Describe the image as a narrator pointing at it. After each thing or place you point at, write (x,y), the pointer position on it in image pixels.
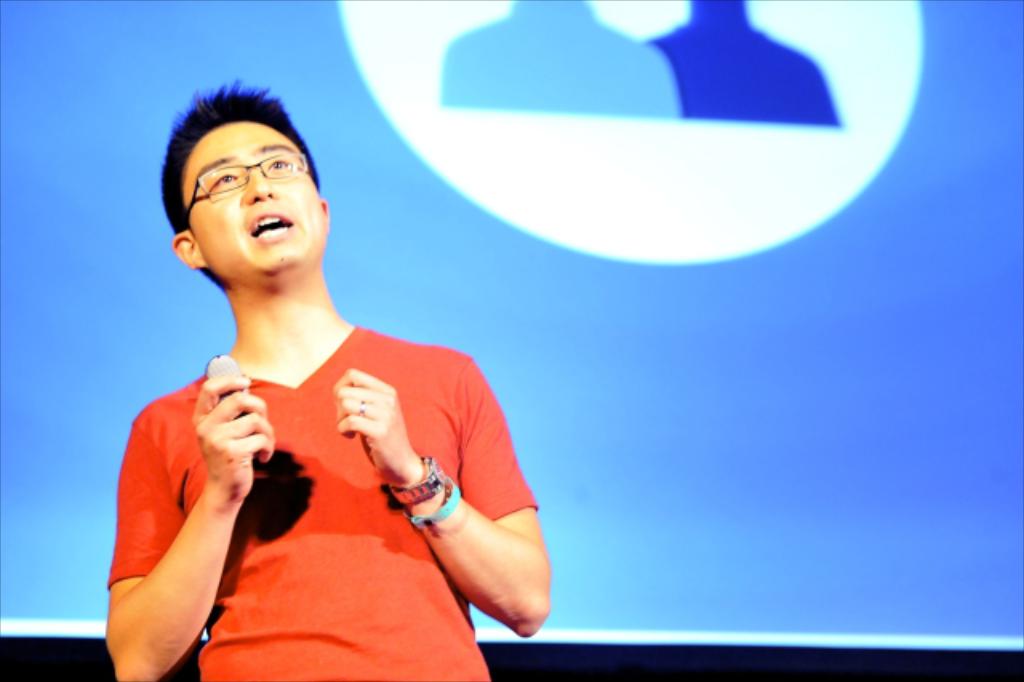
In this image we can see person (224,530) standing. In the background (76,256) we can see screen (716,219).
